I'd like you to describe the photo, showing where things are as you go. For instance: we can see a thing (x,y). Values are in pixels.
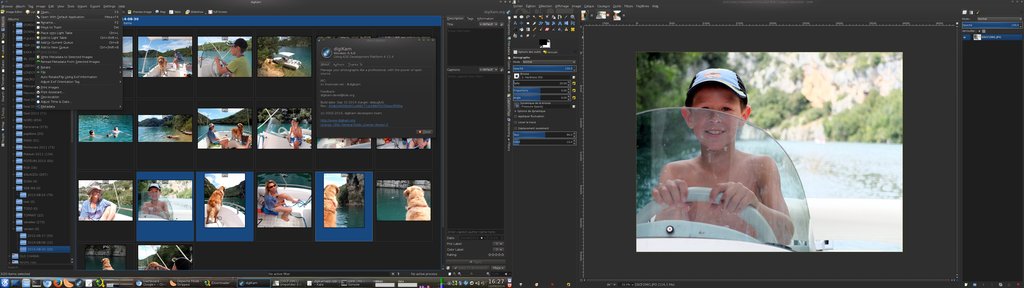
In this image we can see a screenshot (264,193) of a monitor screen (305,165).
